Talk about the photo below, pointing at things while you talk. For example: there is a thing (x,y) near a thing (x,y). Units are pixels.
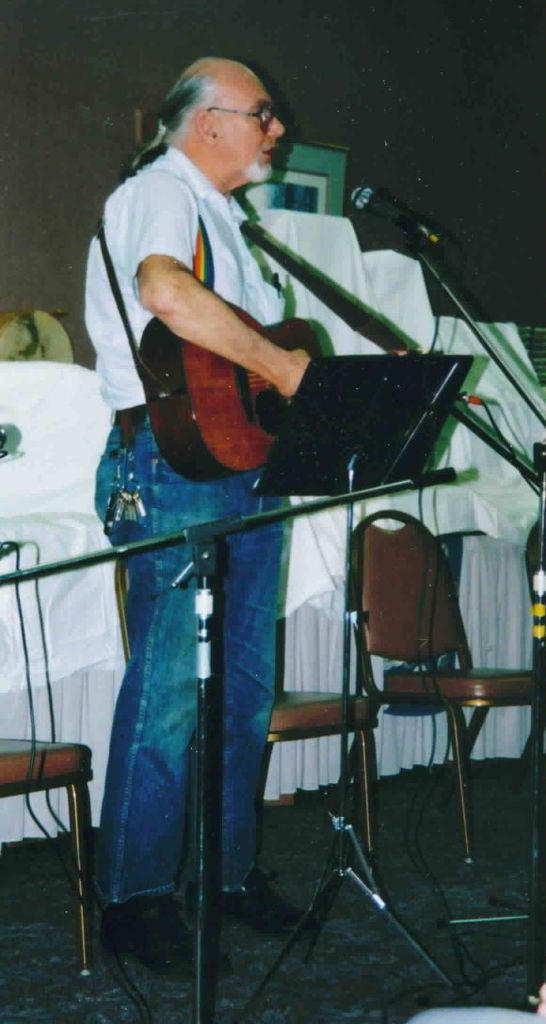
in the given picture i can see a person (232,126) wearing specs (251,114) and holding a instrument (175,337) playing and also i see chairs (312,709) after that i can see mike (381,202) and also i can see a person (100,271) holding keys (118,518).
